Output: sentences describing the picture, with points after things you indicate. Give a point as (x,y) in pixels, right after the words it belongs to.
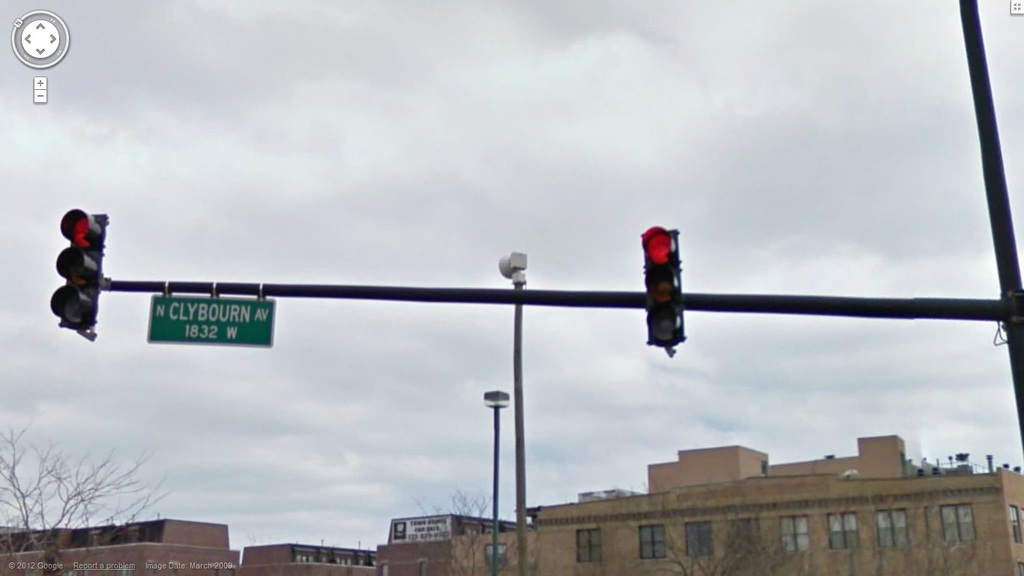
On the left side (93,297), there are signal lights (93,254) and a sign board (268,338) attached to a pole (276,289). On the right side (998,314), there are signal lights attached to the pole (641,300). In the background (960,483), there are two poles (495,575), there are buildings (830,504), trees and there are clouds (359,144) in the sky (333,144).
